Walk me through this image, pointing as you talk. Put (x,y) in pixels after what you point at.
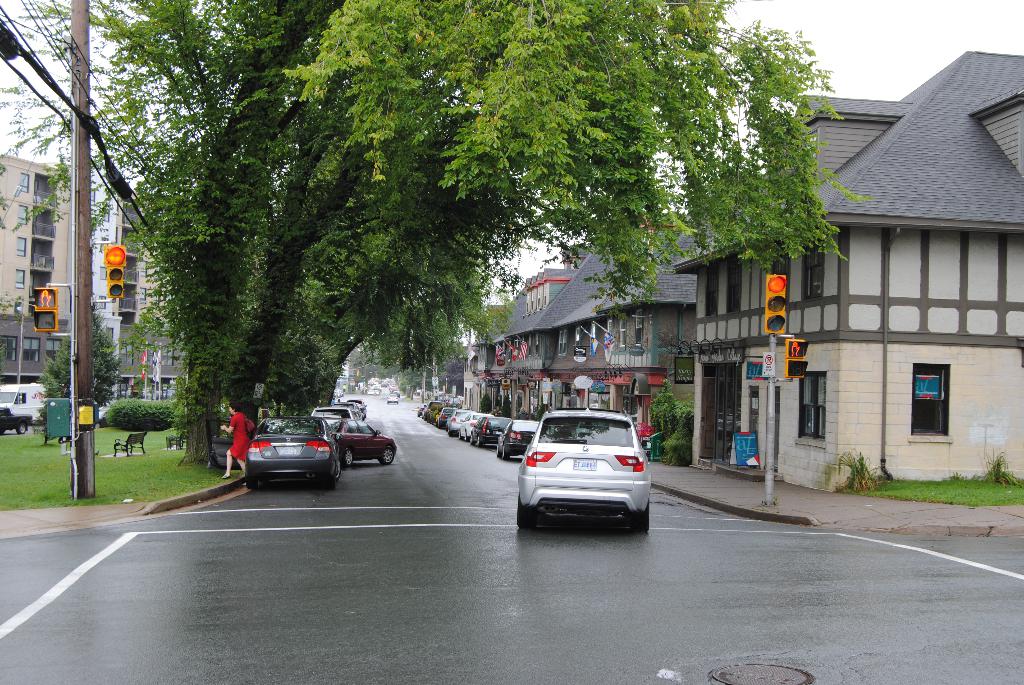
In this image we can see buildings (904,128), traffic lights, grass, plants (663,434), creepers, trees (308,192), bushes (667,400), benches (132,436), electric poles (83,333), electric cables (1,49), motor vehicles (33,401), woman (239,436) and sky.
